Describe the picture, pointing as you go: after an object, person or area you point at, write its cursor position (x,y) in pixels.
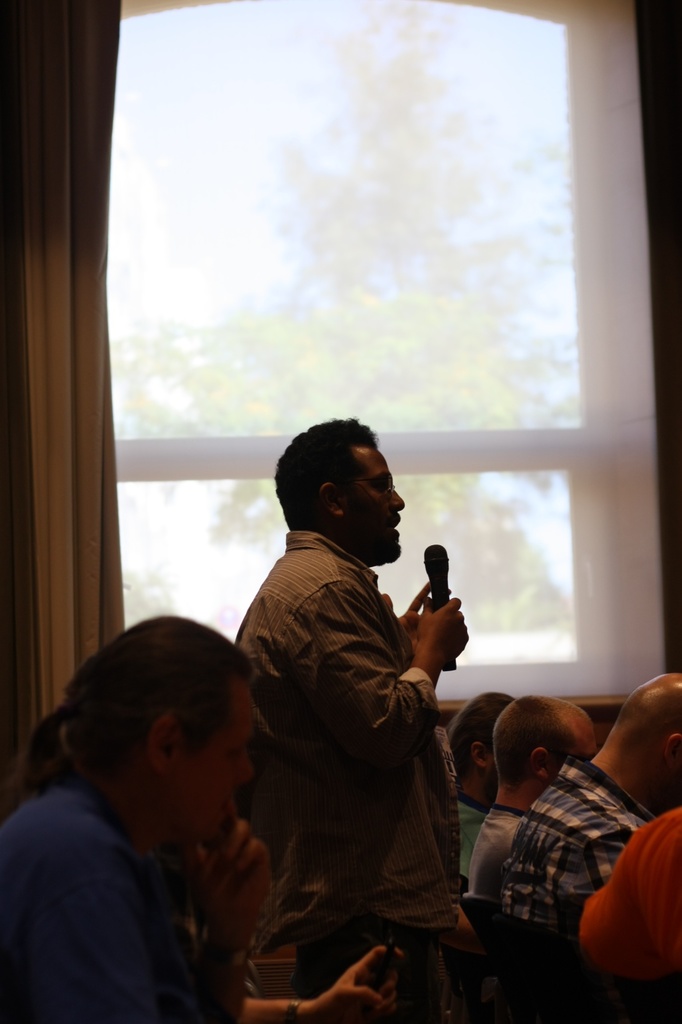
A man (323,630) with shirt (354,762) is standing and holding a mic (439,595) in his hand (450,645) and he is talking. To the left bottom (119,836) there is a man (41,931) sitting. And in front of that standing man (400,686) there are some people (553,777) sitting. And in the background (591,307) there is a window (648,398) with curtain (43,251).
